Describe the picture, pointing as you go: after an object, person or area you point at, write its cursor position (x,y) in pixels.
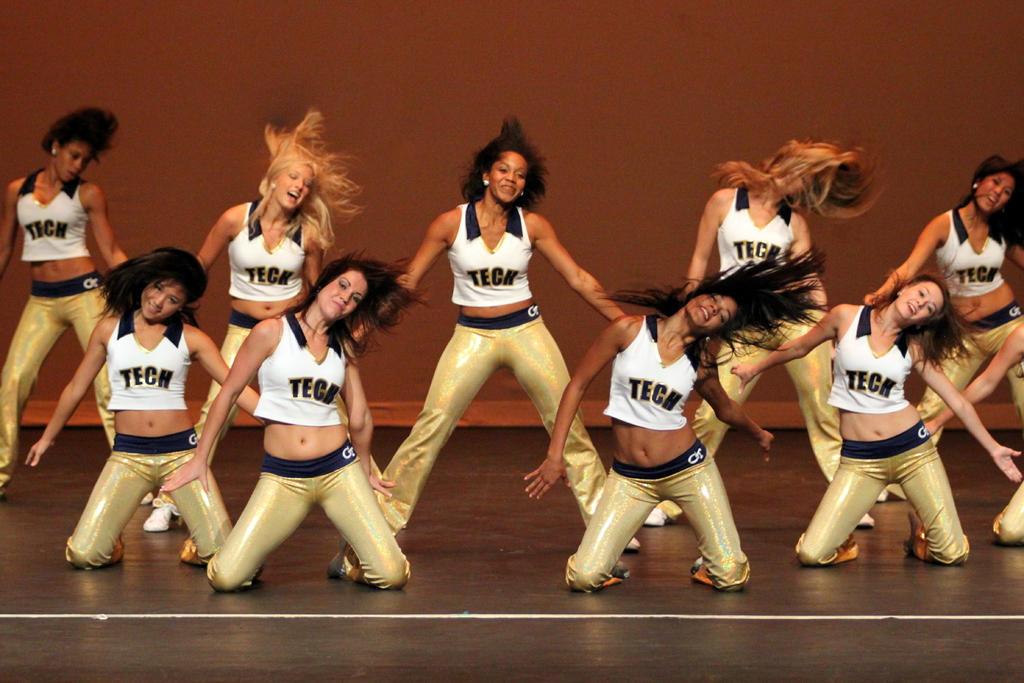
This picture might be taken inside the room (574,202). In this image, we can see some girls (250,498) are sitting on the floor (60,458) and a few girls (274,305) are in dancing position. In the background (863,135), we can see a red color wall (770,76), at the bottom (606,587), we can also see the black color on the floor (289,665).
